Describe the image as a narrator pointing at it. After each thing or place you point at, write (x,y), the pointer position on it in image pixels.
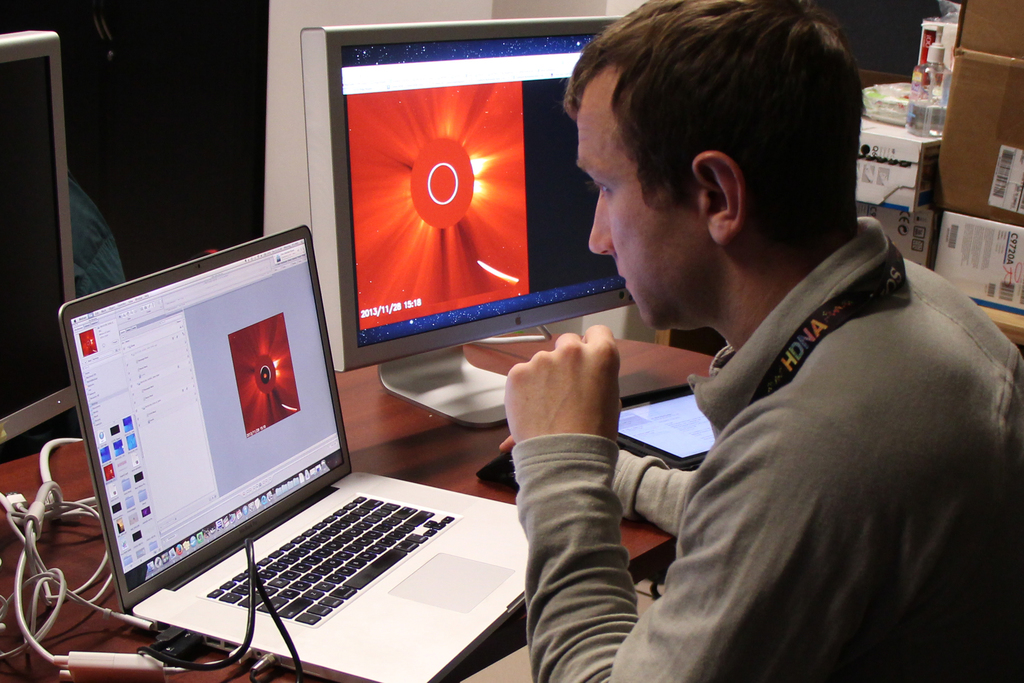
In this image there is a person (759,466) sitting in front of the table (357,471). On the table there are two monitors (367,248), cables (47,584), laptop (123,573), mouse (502,484) and iPad (657,418) and there are other objects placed beside the person (854,235).
